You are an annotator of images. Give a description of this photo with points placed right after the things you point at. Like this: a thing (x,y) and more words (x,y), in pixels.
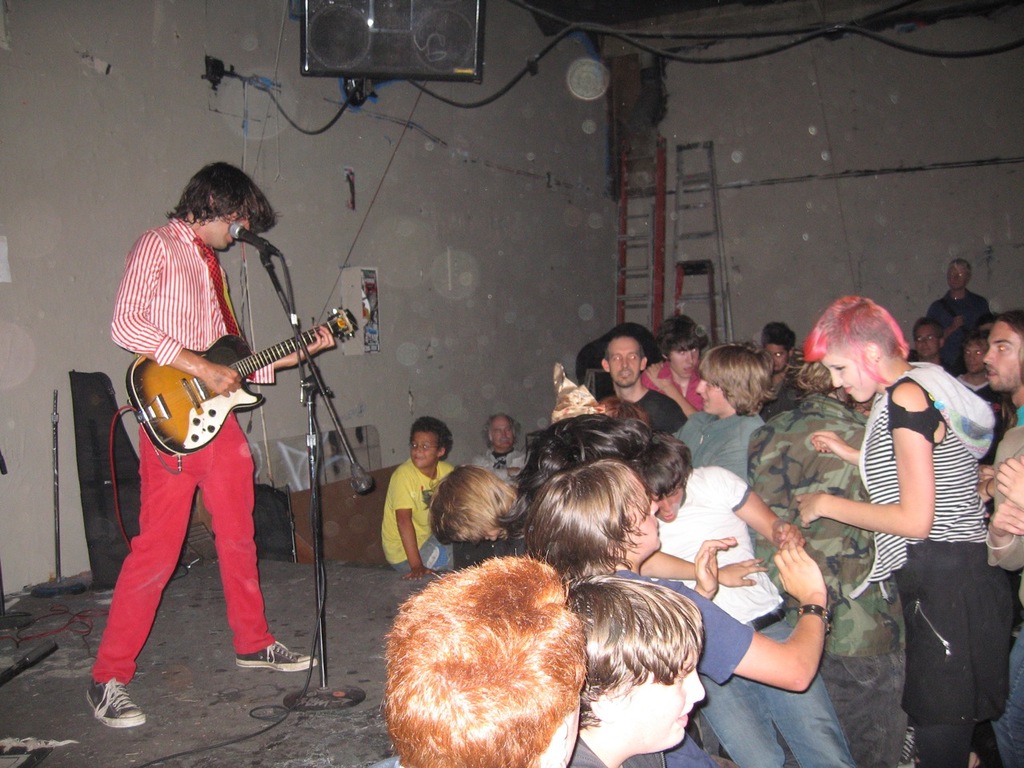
Group of people (612,397) standing and few person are sitting, this person (207,452) playing guitar (206,390). we can see microphone (267,240) with stand (322,497). On the background (576,153) we can see wall (741,259), ladders (660,170), posters (344,307).
